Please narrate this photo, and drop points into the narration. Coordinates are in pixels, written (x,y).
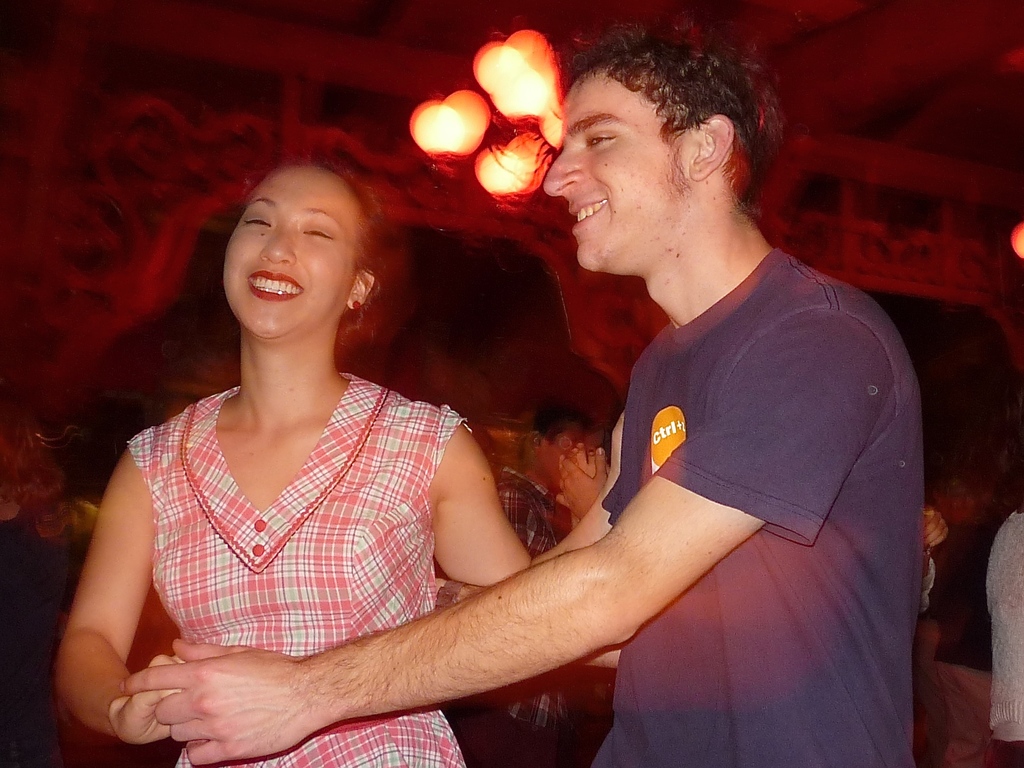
In this image we can see two persons (434,648) holding each other, there we can see few persons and lights (522,158).
